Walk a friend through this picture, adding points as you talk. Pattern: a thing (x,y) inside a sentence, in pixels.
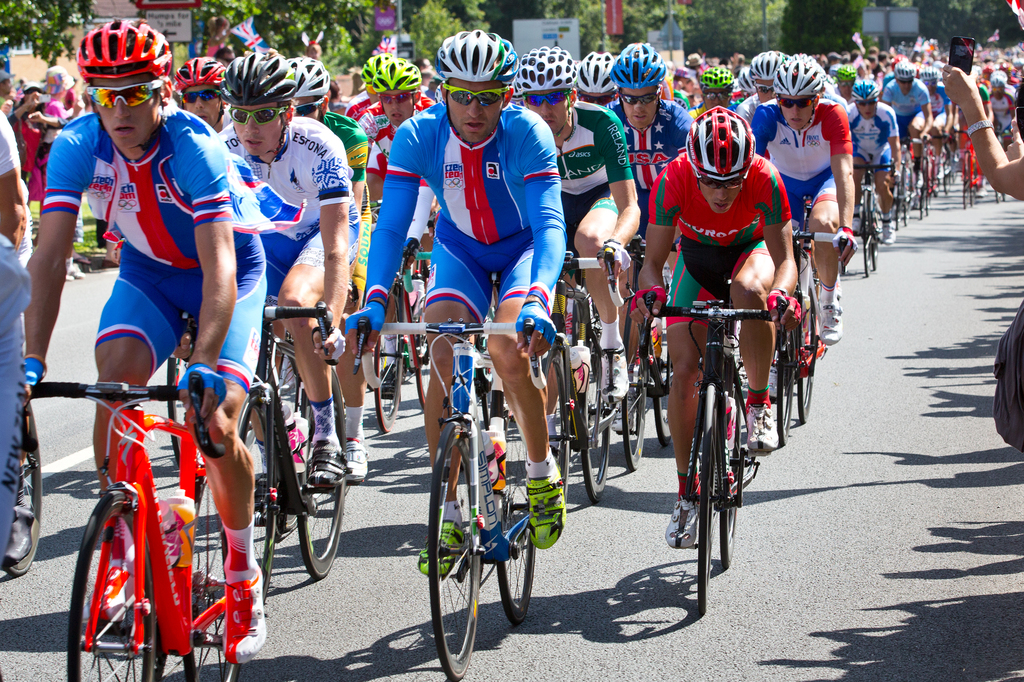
In this image we can see a group of people (622,179) riding bicycles (310,307). Behind the people (316,237) there are some trees (363,39), boards (544,46), flags (389,41) and some people (59,101) are standing.
